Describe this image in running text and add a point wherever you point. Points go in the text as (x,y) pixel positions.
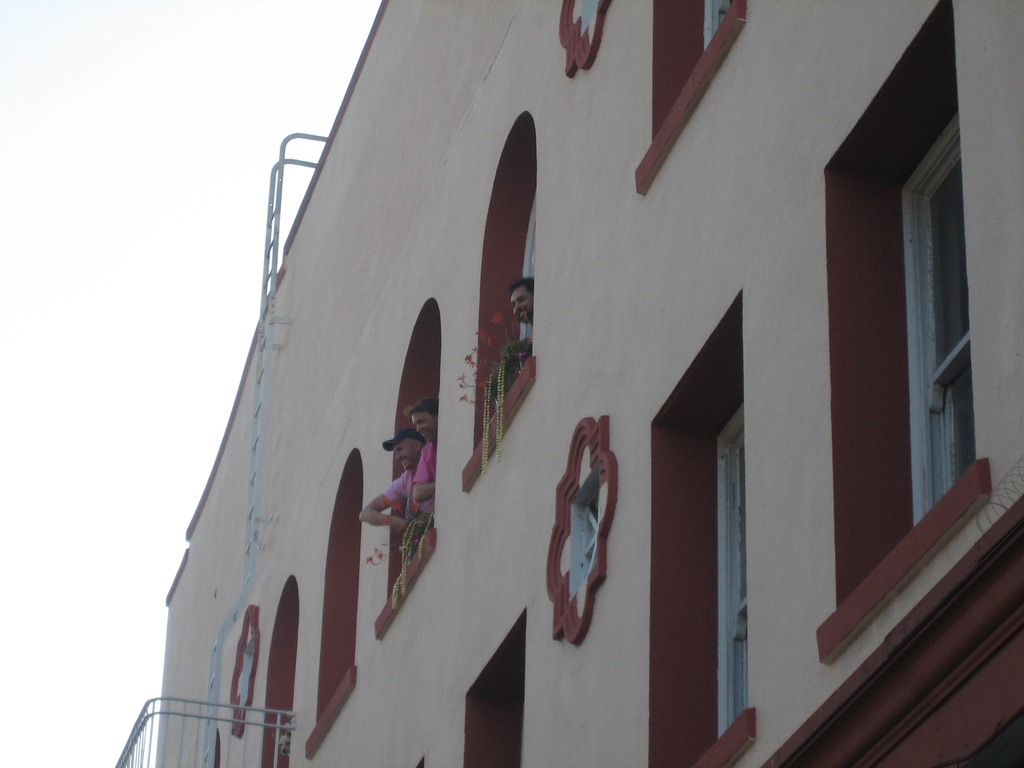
In this image there is a building (444,474) on the right side (709,540). At the top (97,244) there is the sky (59,252). It seems like a ladder (261,336) which is fixed at the top of the building (383,311). In the middle (395,444) there are few people (420,433) who are looking from the window (505,272).
